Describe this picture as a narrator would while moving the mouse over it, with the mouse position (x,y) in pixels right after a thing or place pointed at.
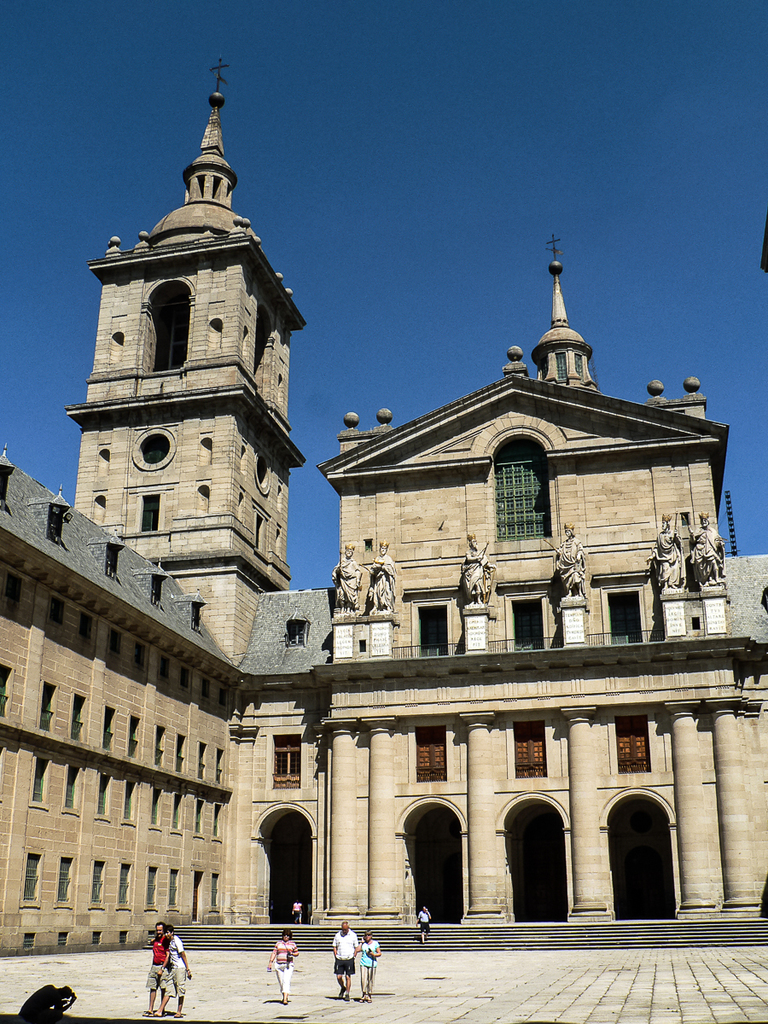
In this image, we can see a building (718,889). There are a few people (283,936) and statues (671,548). We can see the ground (439,971) and some stairs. We can also see the sky (366,312).
